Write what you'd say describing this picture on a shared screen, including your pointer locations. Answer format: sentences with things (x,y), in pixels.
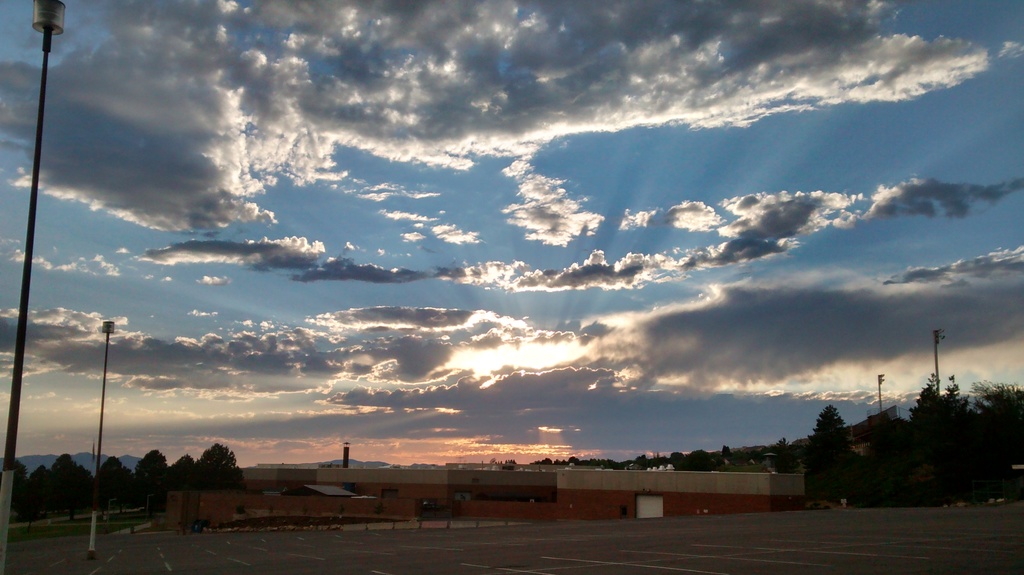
In this image there is a road (761,532), On the road (374,549) there is a light pole (109,328). And there is a building (332,496). In the background (869,454) there are trees (993,441) and a cloudy sky (522,208).
